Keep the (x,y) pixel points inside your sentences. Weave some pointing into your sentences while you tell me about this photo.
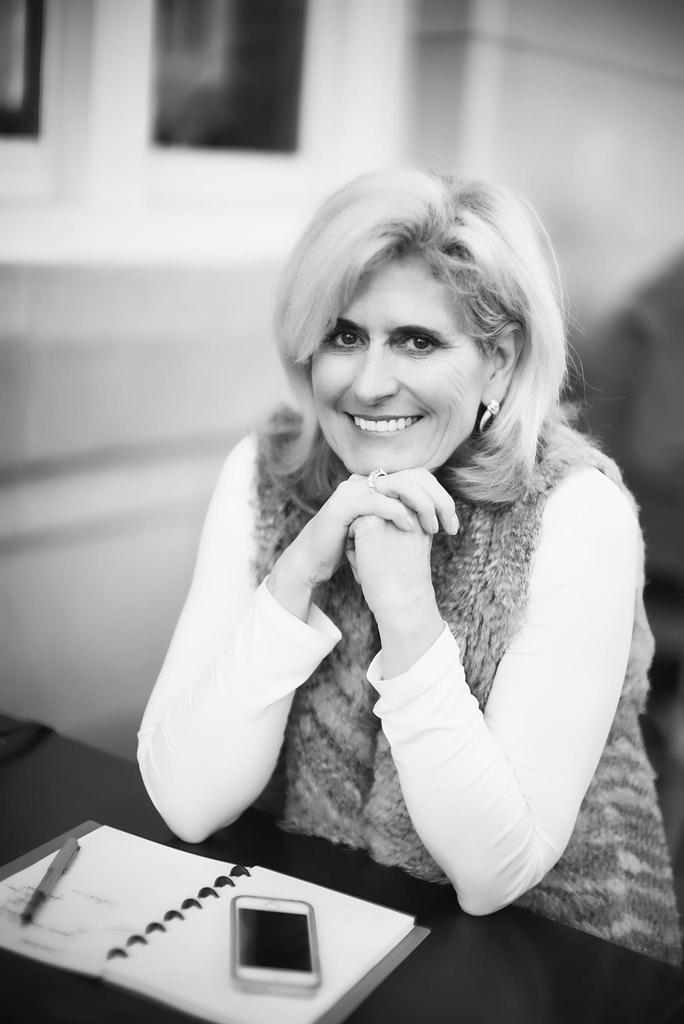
In this image we can see women (400,766) smiling and sitting on the seating stool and a table (129,768) is placed in front of her. On the table (21,844) we can see mobile (244,968) and pen (48,891) on the book (166,927).
